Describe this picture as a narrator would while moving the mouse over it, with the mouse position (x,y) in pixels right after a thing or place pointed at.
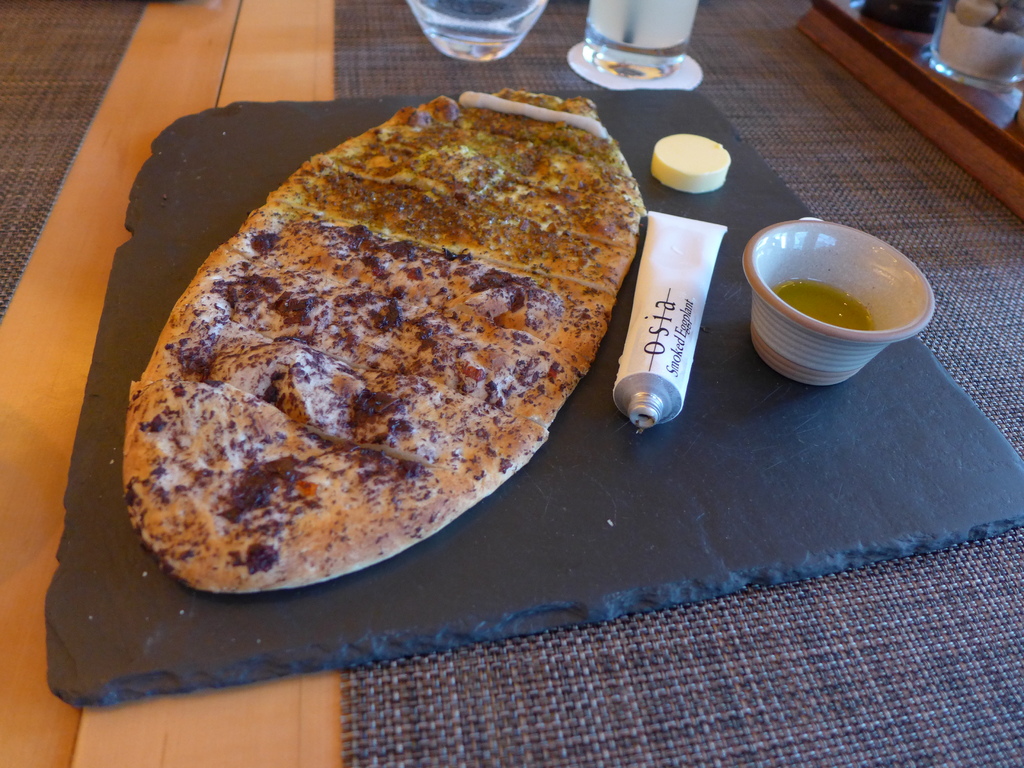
In this image we can see a board (306,609) with food item (689,177), a tube (678,252), a bowl (768,311) with liquid (793,285), there are glasses (625,31) and few objects (955,45) on the table (851,650).
